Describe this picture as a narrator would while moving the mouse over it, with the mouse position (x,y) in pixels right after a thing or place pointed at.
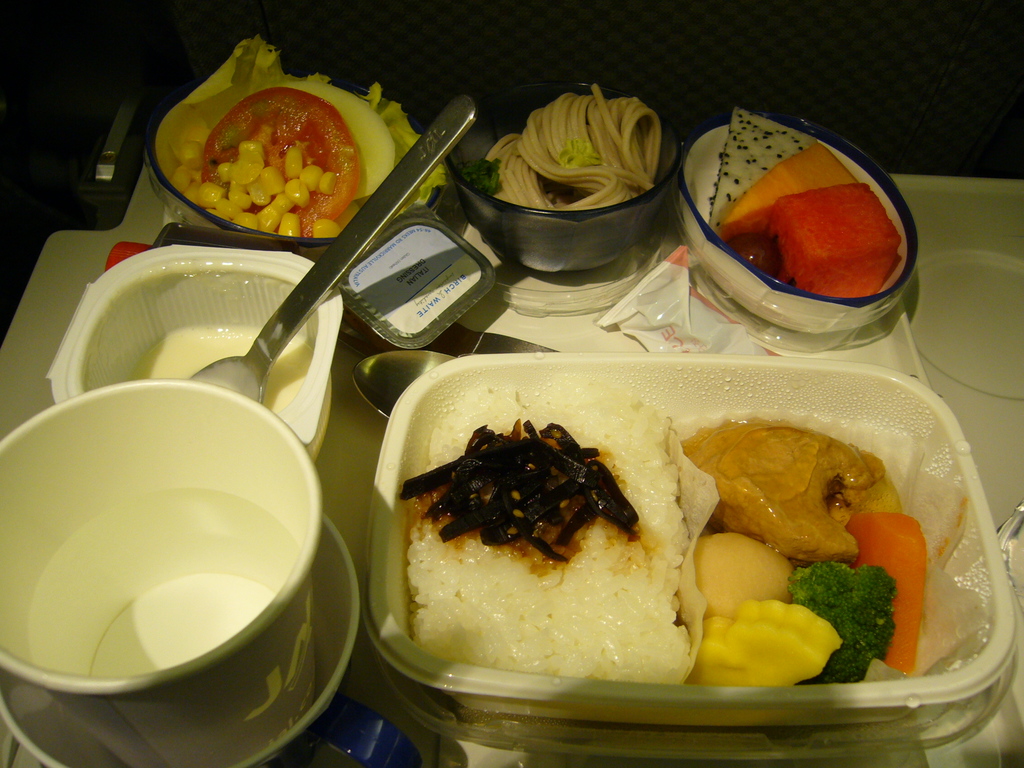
In this image we can see a serving plate (607,344) which has different kinds of dishes (193,346) in the bowls (675,410) and cutlery (301,291).
